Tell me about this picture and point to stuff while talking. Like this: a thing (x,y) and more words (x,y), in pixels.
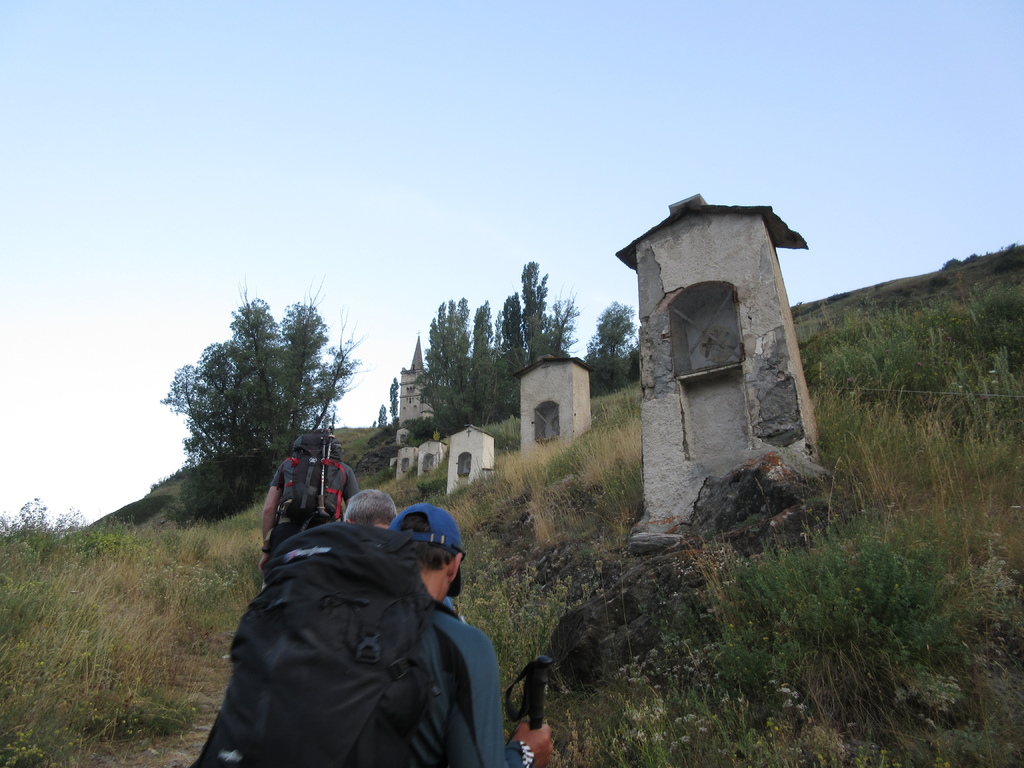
In the background (691,17) we can see the sky (681,80). In this picture we can see the pillars (672,277), castle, trees (460,330) and the plants (17,664). We can see the people (450,763). We can see the men (455,583) wearing backpacks (345,612) and caps (410,535).
